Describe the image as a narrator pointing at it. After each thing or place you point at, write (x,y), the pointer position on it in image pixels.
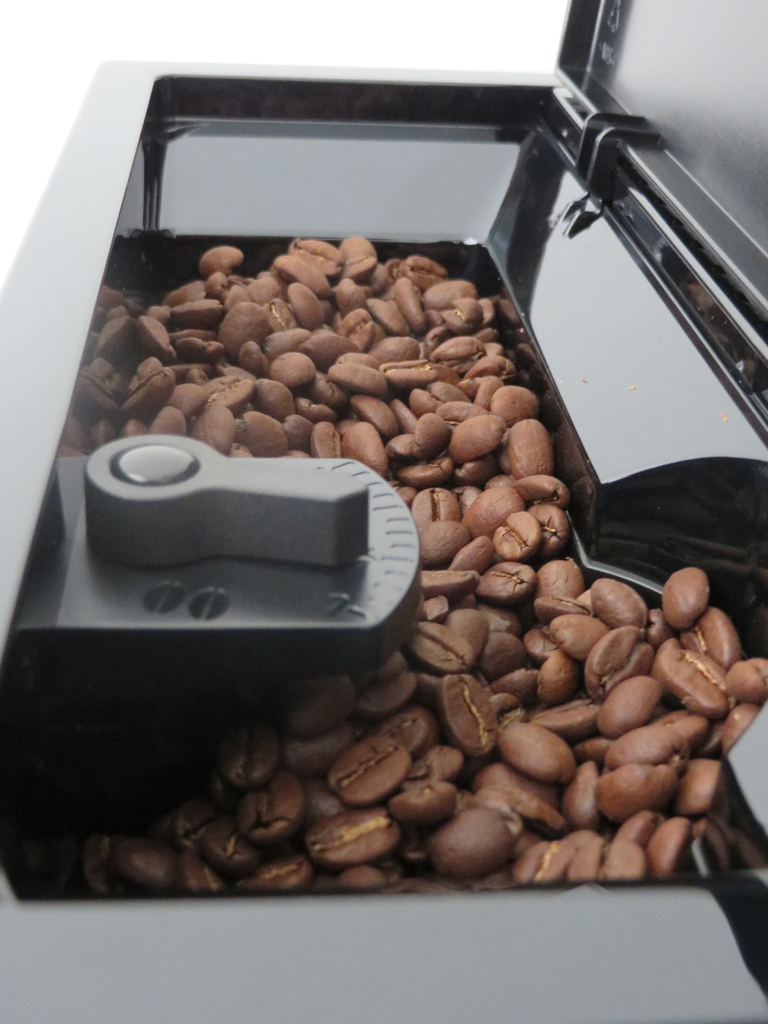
In this image, we can see coffee seeds (412,454) in the container (628,448).
